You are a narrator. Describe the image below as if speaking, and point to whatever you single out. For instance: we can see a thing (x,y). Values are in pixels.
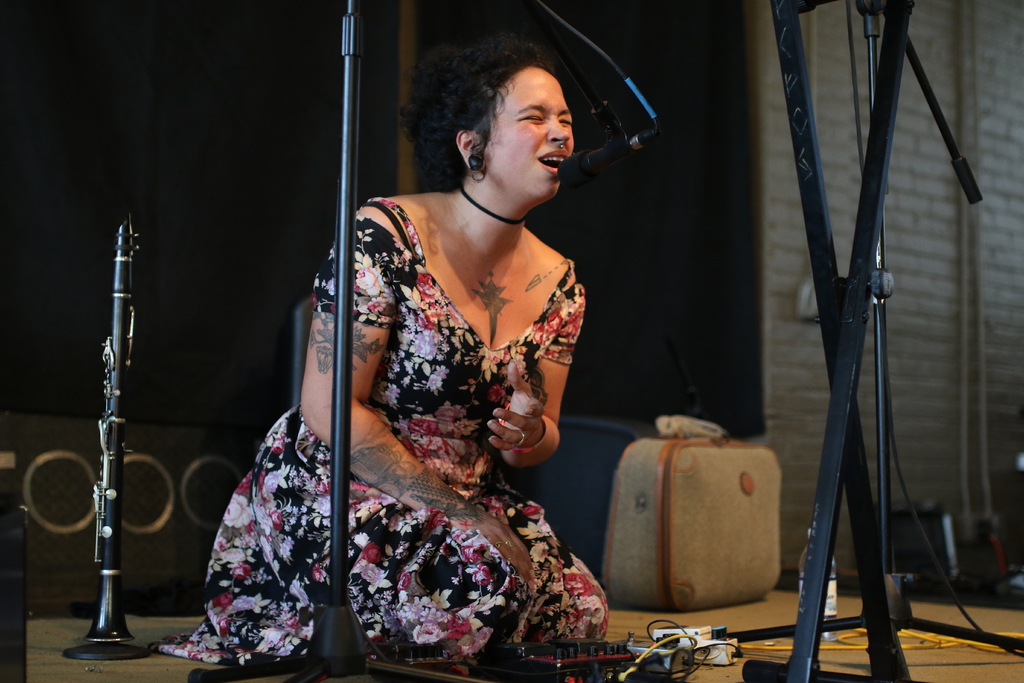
This picture shows a women (425,403) sitting on the stage (179,625), singing in front of a mic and a stand (319,633). Beside her there is a musical instrument (113,593). In the background (639,511) there is a box (688,490) and a wall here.
